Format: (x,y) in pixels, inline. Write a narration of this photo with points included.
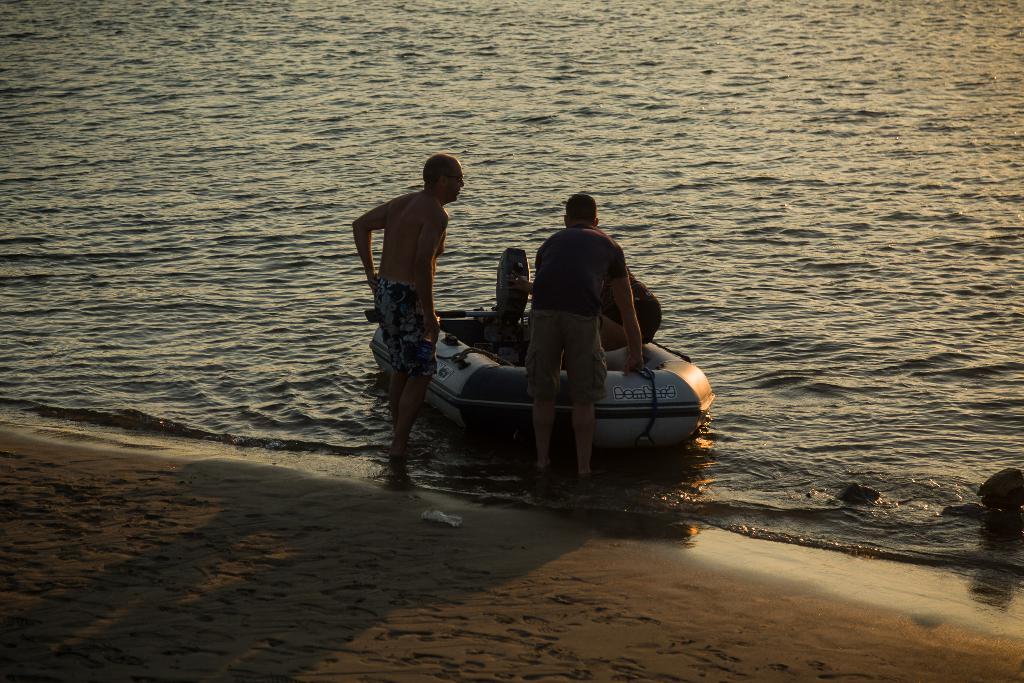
In this picture I can see couple of them (535,326) standing and a human (651,302) on the raft (609,351) and I can see water (533,181).
